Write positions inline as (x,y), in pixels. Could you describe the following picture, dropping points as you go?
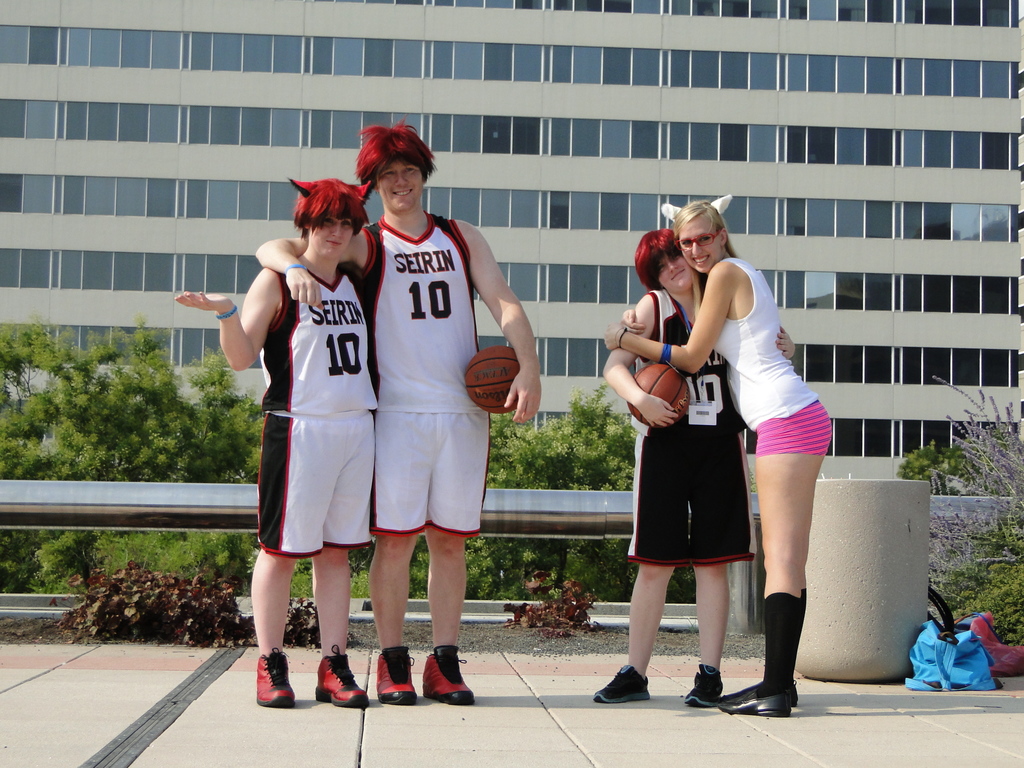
In the background (471,135) we can see a building (834,119) and trees (3,381). In this picture we can see the bags (924,663) and few objects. On the right side of the picture (739,262) we can see the people (710,229) hugging each other. We can see a person (681,316) is holding a ball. On the left side of the picture (334,600) we can see the people (338,412) and they are smiling. We can see a ball (491,351).
